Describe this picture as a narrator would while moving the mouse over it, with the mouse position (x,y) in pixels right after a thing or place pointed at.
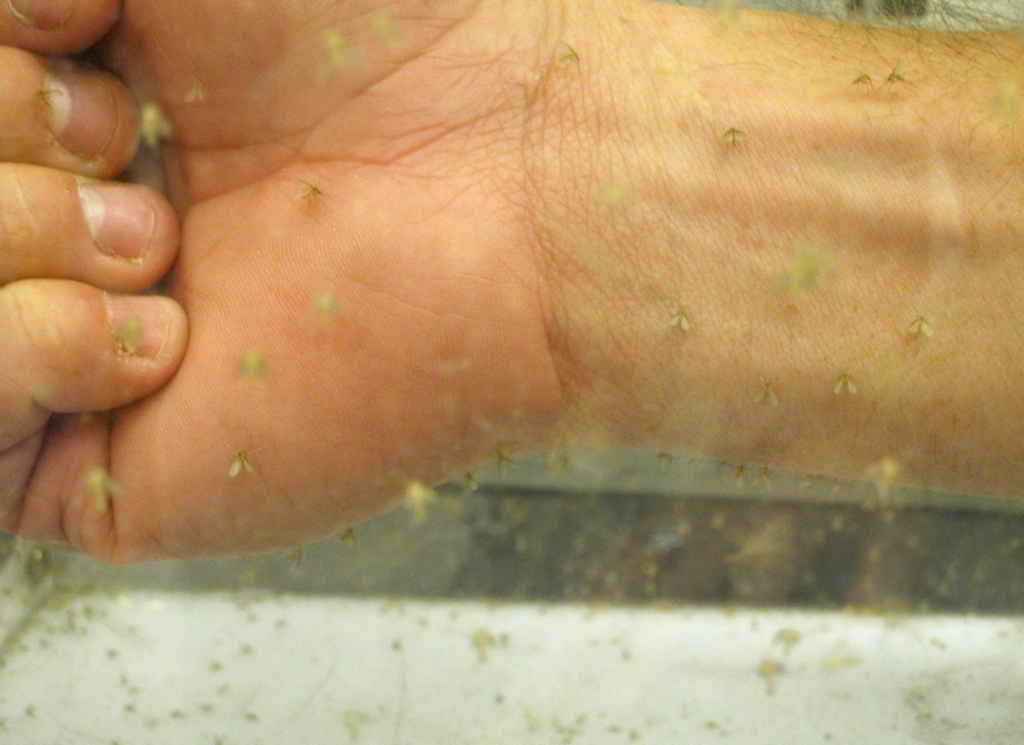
In this image, I can see the insects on a person's hand (485,293). I think this is a glass door (437,537).
